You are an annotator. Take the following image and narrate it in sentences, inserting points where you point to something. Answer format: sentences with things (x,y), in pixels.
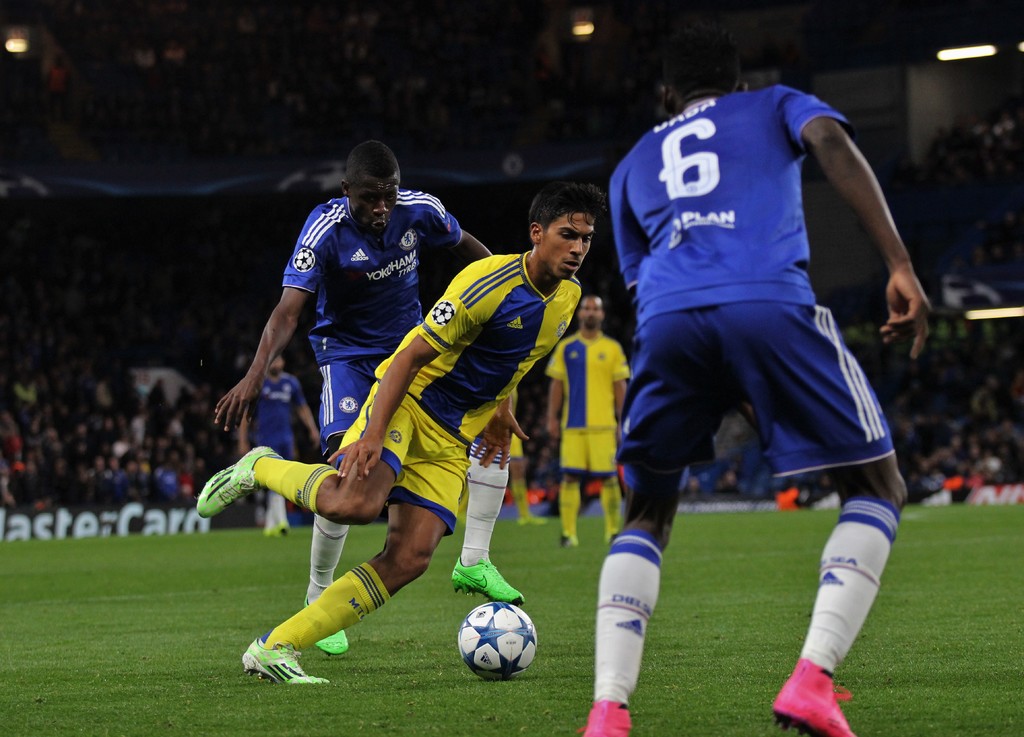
These persons (355,385) are running and this person (564,375) standing and we can see ball (490,612) on the grass (427,620). On the background (457,50) we can see audience (205,111), banners (174,527). On the top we can see lights (952,57).
